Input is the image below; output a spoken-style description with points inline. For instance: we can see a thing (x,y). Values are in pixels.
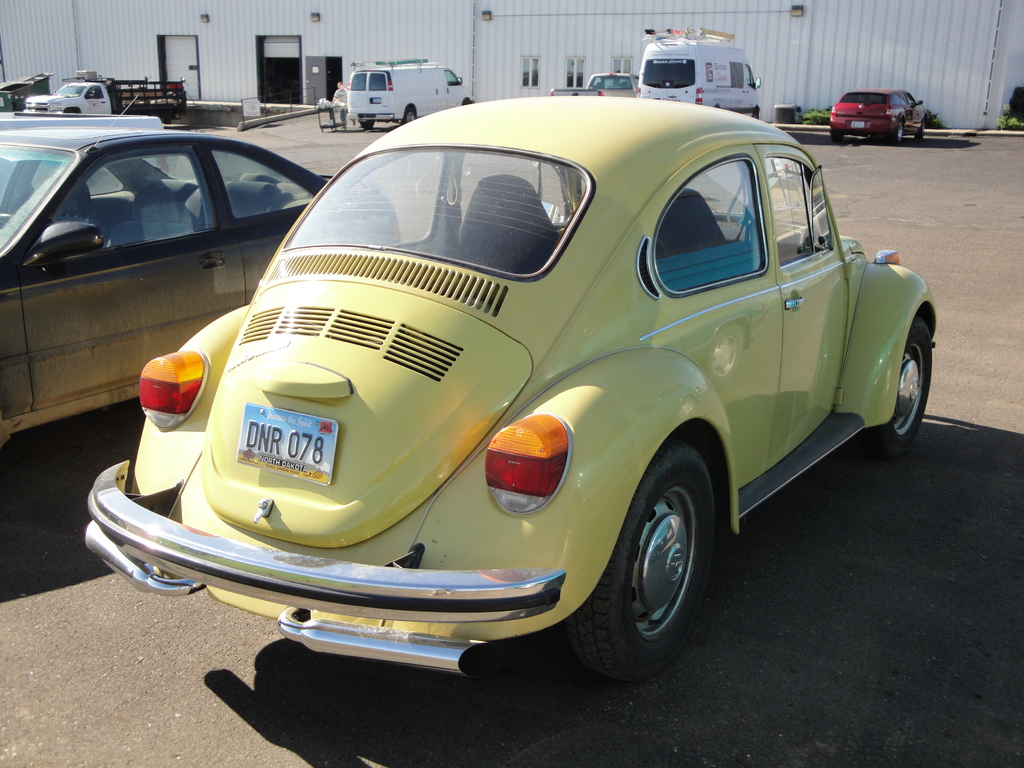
In this picture we can see vehicles (581,376) on the ground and in the background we can see a shed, plants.
